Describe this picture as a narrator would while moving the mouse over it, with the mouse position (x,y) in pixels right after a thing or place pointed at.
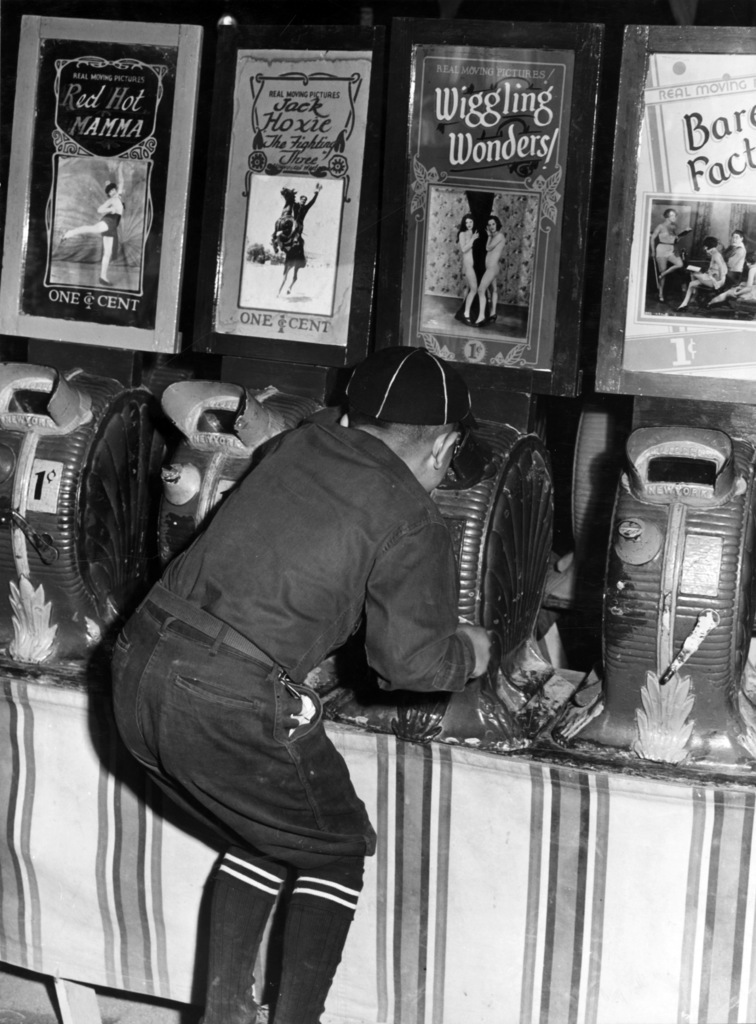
In this image, we can see a person (236,690). Background (552,753) there is a table (526,752), few objects (489,718) are placed on it. Top of the image (260,268), we can see some posters (295,308).
